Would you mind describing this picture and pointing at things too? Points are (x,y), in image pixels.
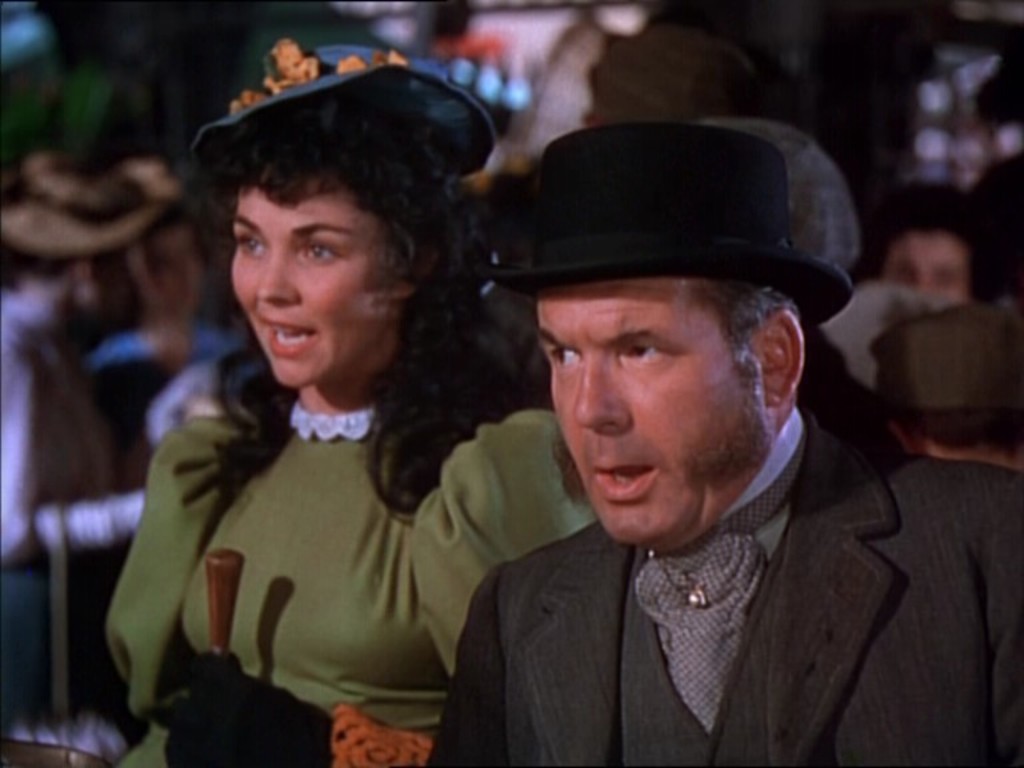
In this picture I can see a man (961,638) and a woman (482,498) in front (696,589) and I see that they're wearing caps (449,140). In the background (162,271) I can see few people (831,179) and I see that it is totally blurry in the background (287,18).
